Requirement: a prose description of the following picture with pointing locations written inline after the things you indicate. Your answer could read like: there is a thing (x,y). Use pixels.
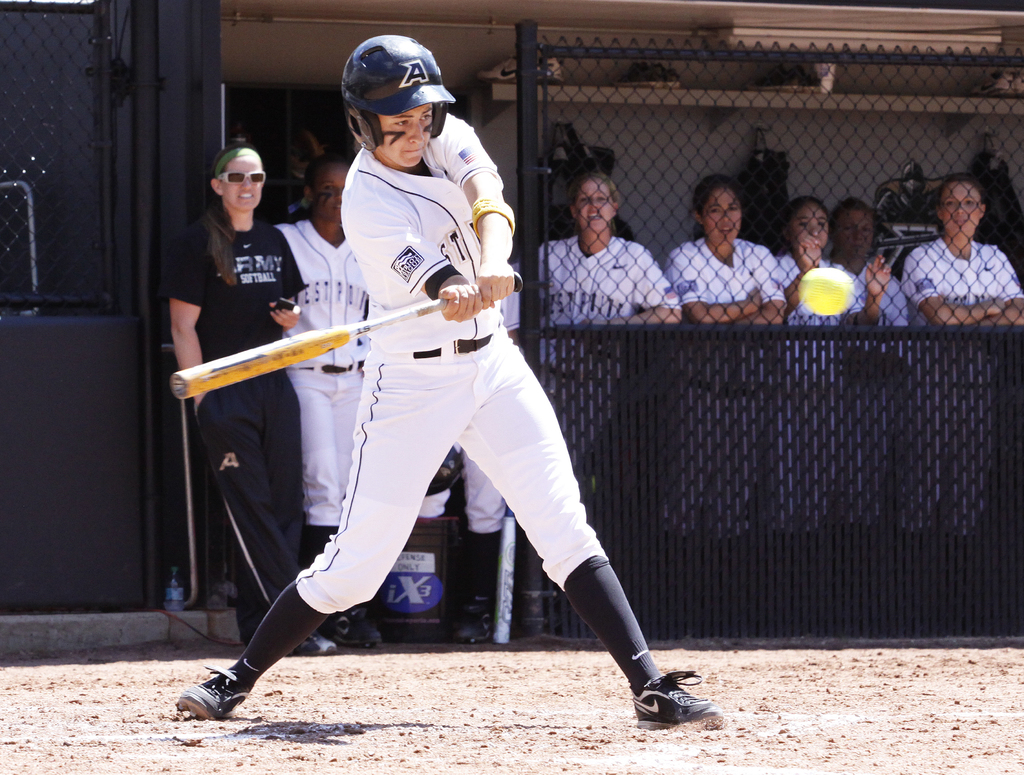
In the center of the image (445,423) we can see a person (435,354) wearing a helmet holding a baseball bat (197,391) standing on the ground (727,661). We can also see a ball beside her. On the backside (681,447) we can see a group of people (332,296) standing beside a metal grill (568,409), a bottle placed aside and a wall (122,273).
